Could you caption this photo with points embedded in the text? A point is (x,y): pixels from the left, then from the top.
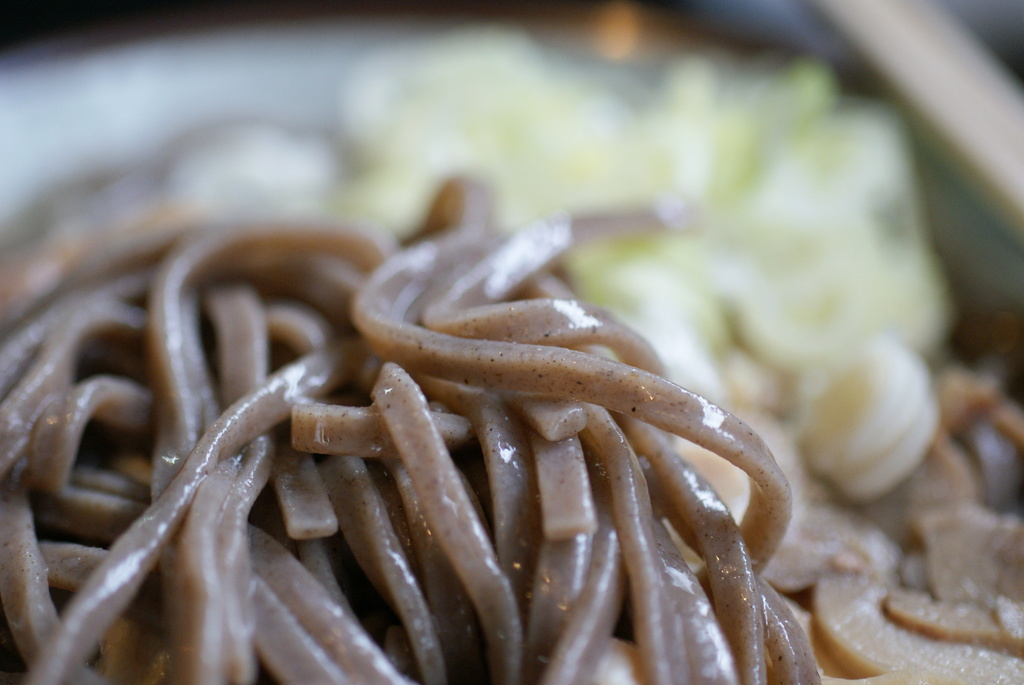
In this image we can see noodles (514,496) and some other food (902,559).
